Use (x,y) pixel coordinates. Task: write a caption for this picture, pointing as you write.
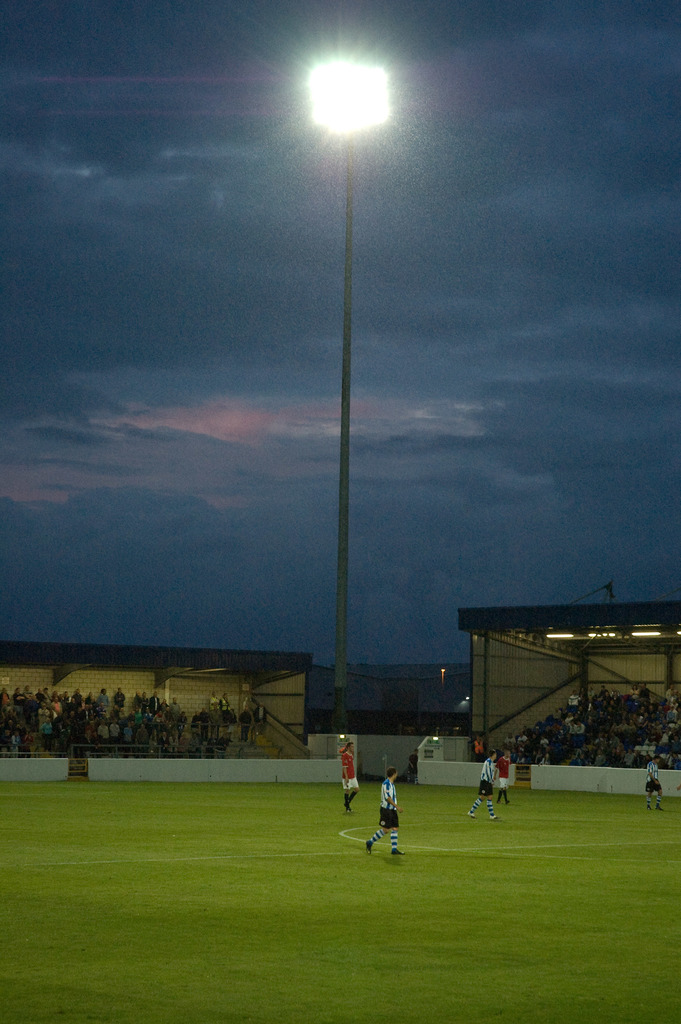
In the center of the image (350,361) there is a stadium light (340,732). At the bottom of the image (488,767) there are persons (483,784) playing football. There is grass (353,923). At the left side of the image (21,708) there are people (24,698) sitting in stands (242,693) and watching game. At the top of the image (201,222) there are clouds (82,350). This image is taken at nighttime.
